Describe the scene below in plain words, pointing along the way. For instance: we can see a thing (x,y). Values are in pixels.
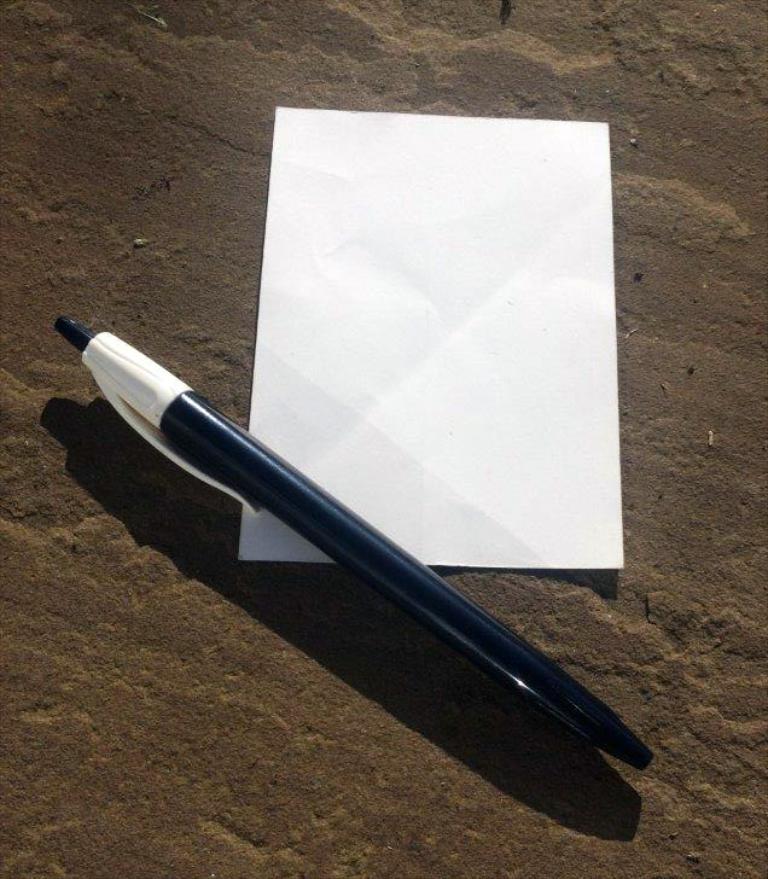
In this picture I can observe a paper (329,297) placed on the land (625,684). I can observe black color pen (355,514) placed on the paper (358,405).
